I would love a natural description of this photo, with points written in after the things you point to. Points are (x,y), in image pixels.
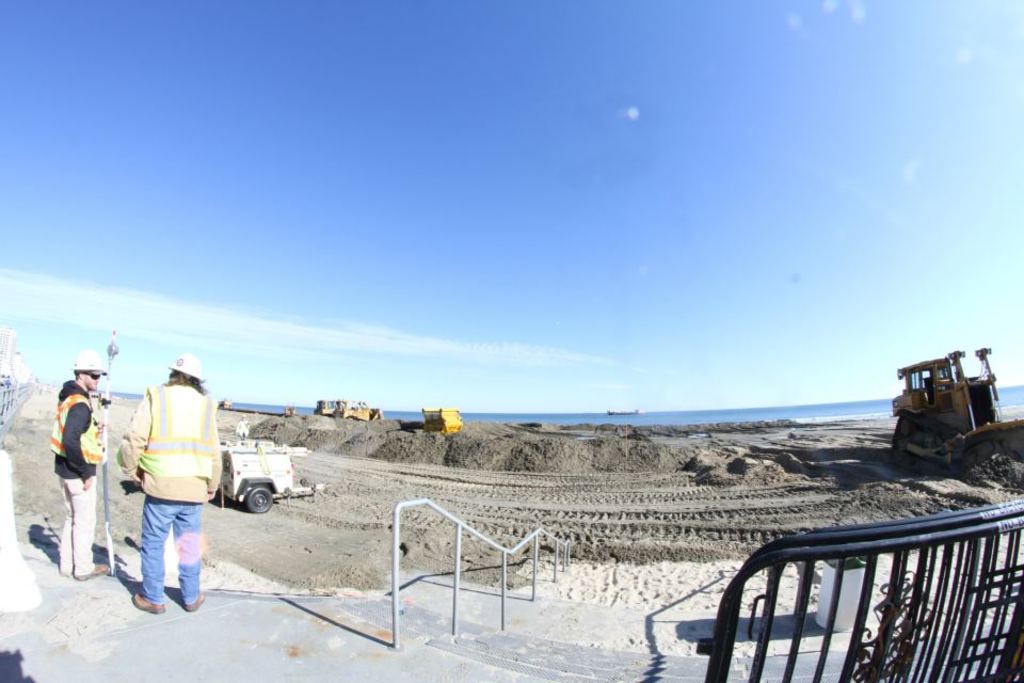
To the bottom of the image (282,619) there is a floor (329,655) with steps (525,634) and railing (458,581). And to the right bottom corner of the image (860,539) there is a black color railing (841,574). And to the left side (84,445) corner there are two men (67,427) with green jackets (162,444) is standing. In front of them there is a sand (517,477) on the ground (528,464) and also there are few vehicles (263,469). Behind the sand (860,431) there is water (857,412). And to the top of the image (466,99) there is a sky (258,93).
